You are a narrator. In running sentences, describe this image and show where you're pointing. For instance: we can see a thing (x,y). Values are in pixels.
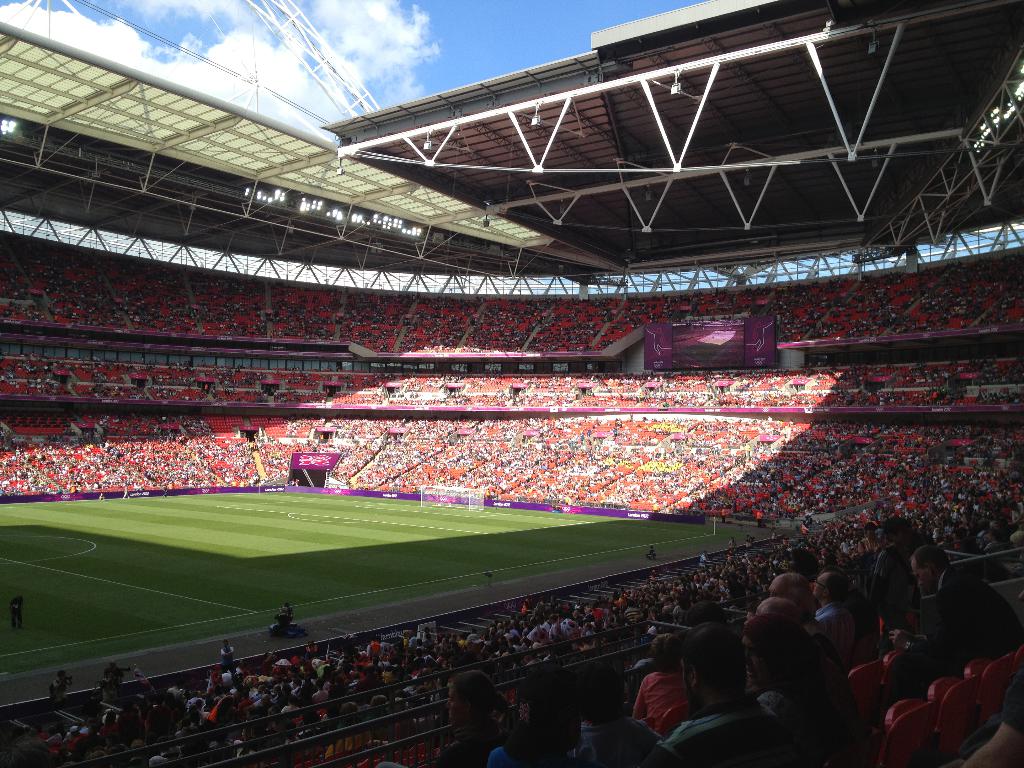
In this image we can see the stadium (360,541). We can also see a group of people (704,586) sitting on the chairs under a roof (681,256). On the backside (364,95) we can see some poles (330,53) and the sky (356,41) which looks cloudy.
